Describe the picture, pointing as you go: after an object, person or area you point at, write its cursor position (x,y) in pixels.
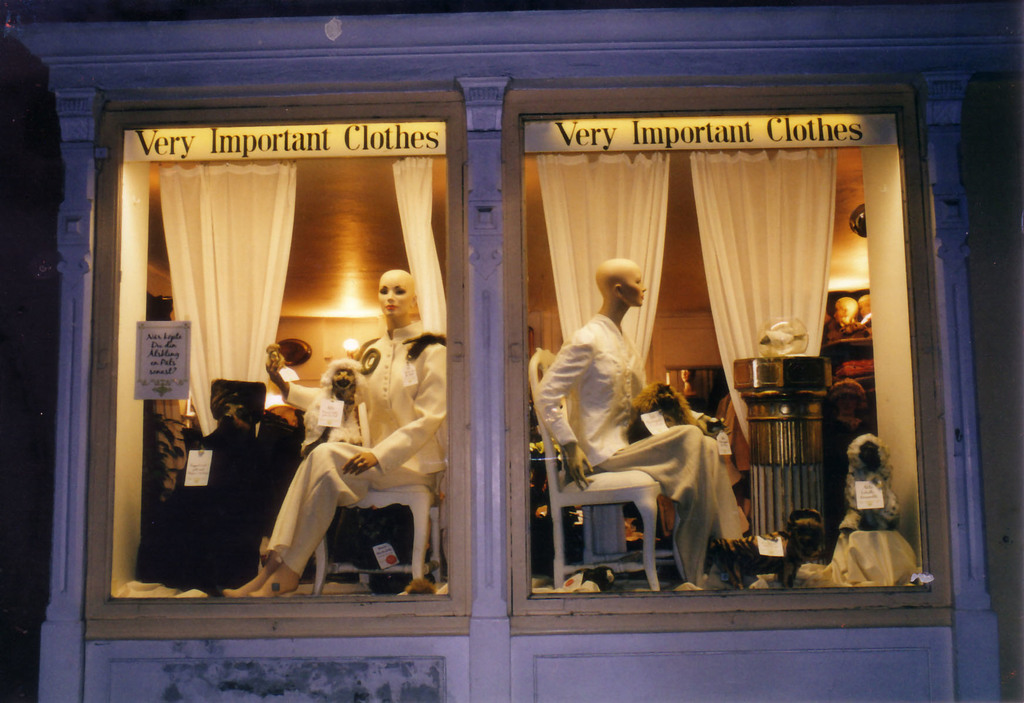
In this image I see 2 mannequins (582,338) over here which are sitting on chairs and I see the curtains (819,296) and I see the lights (838,288) in the background (373,293) and I see a paper (163,341) over here on which there are words (172,347) written and I see few words (563,137) written over here too.
